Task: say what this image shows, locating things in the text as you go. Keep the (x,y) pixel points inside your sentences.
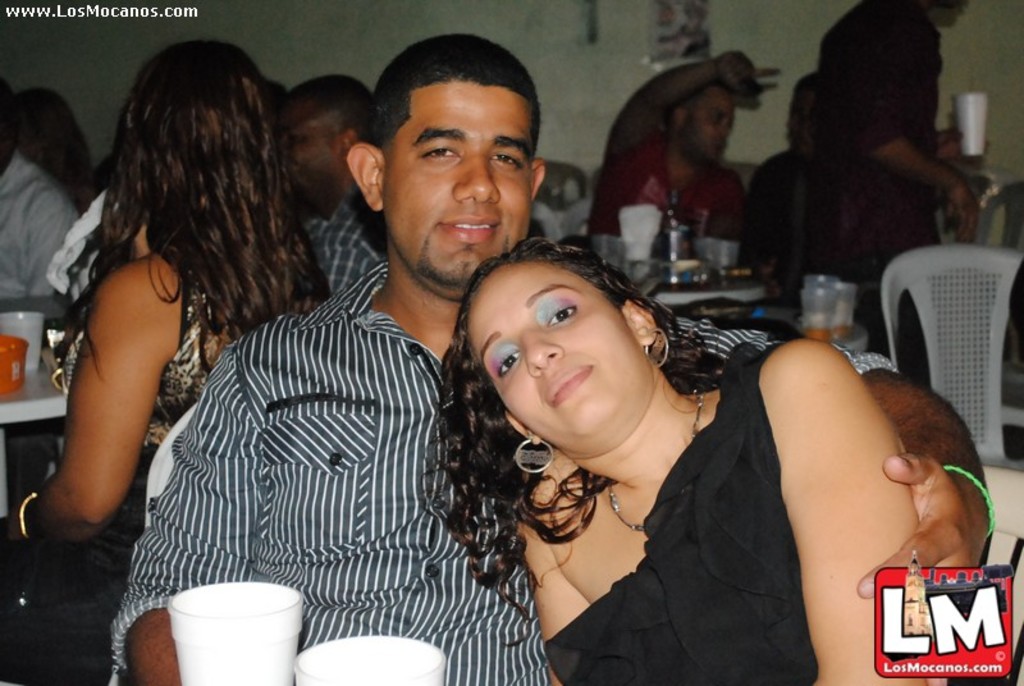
In the foreground of the picture (478,553) there is a woman (580,453) and a man (377,520) sitting, in front of them there are cups (264,617). Behind them there are people (146,300) sitting and there are tables (17,399), chairs (993,362), cups (652,247). At the background (545,38) it is wall (991,82).
